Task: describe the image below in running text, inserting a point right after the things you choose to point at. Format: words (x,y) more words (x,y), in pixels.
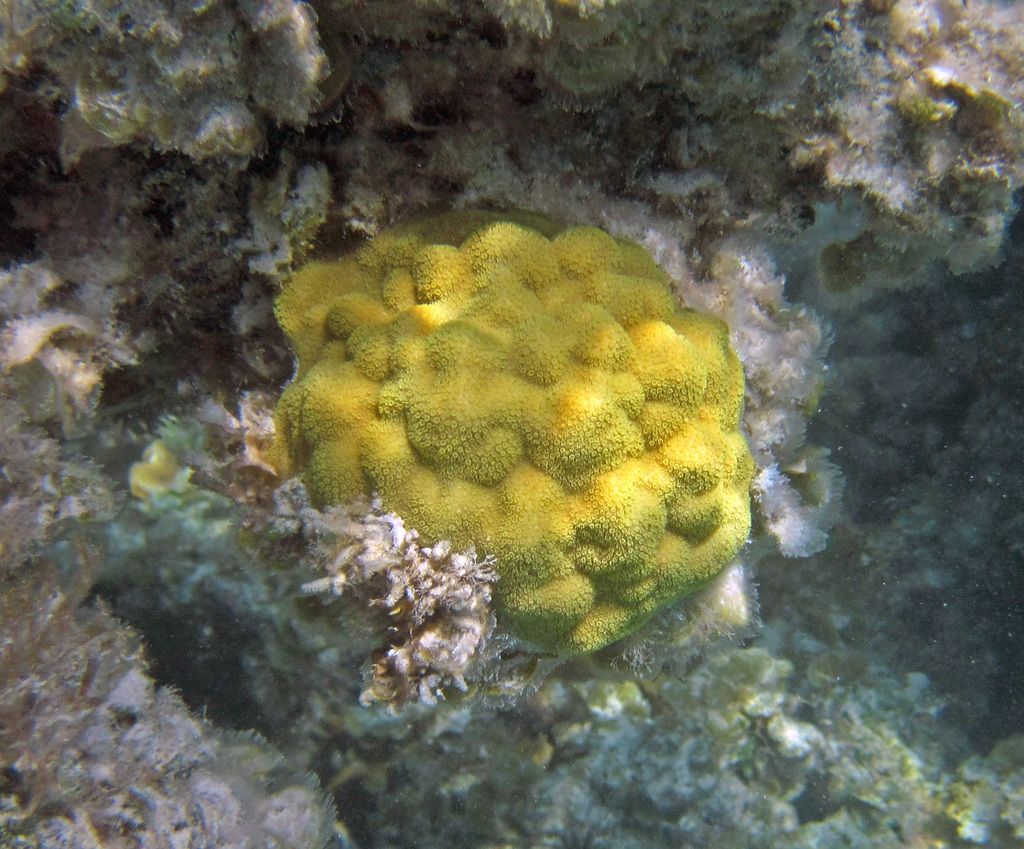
I can see this is an underwater picture. And it looks like there is some green algae (552,272) or fungi (623,295).
